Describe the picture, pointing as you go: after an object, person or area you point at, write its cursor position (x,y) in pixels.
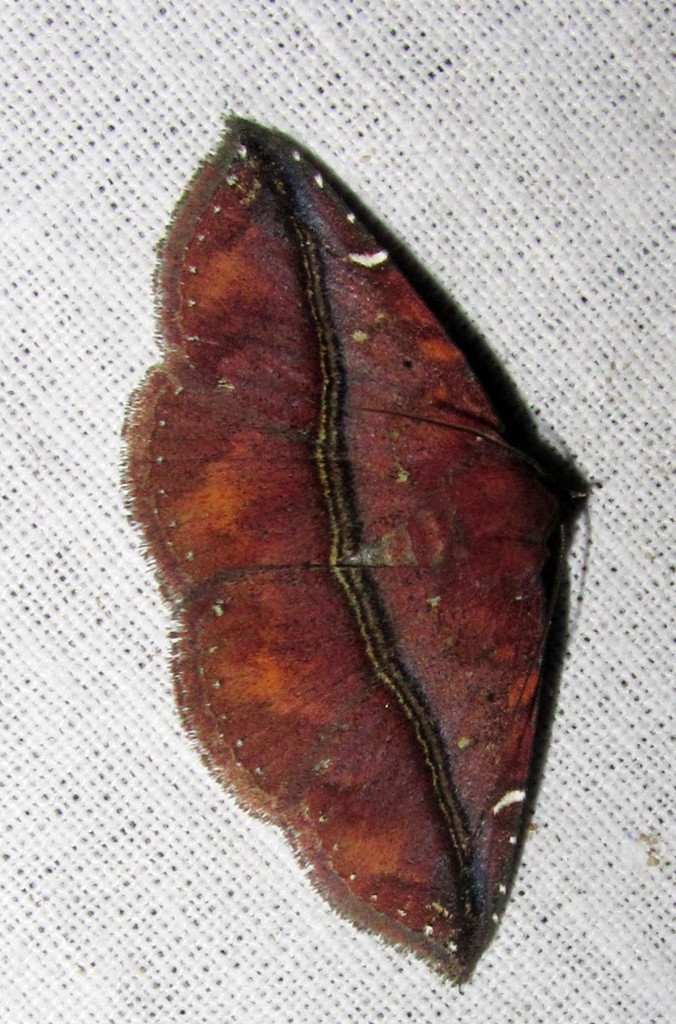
In this image we can see a brown color insect (407,690) on the white color surface (656,1013).
